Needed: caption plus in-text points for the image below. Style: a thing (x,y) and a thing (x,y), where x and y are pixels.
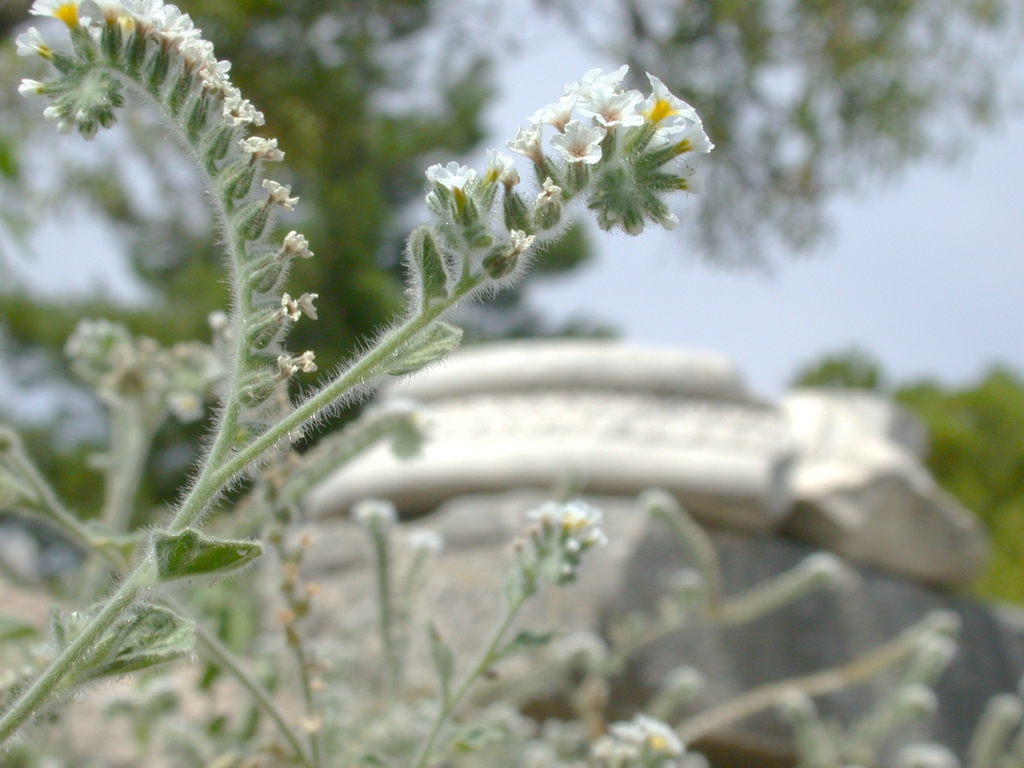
This picture might be taken from outside of the city. In this picture, we can see a plant (287,293) with white color flowers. In the background (478,86), we can see some trees (19,3). At the top (935,251), we can see a sky (884,279).
